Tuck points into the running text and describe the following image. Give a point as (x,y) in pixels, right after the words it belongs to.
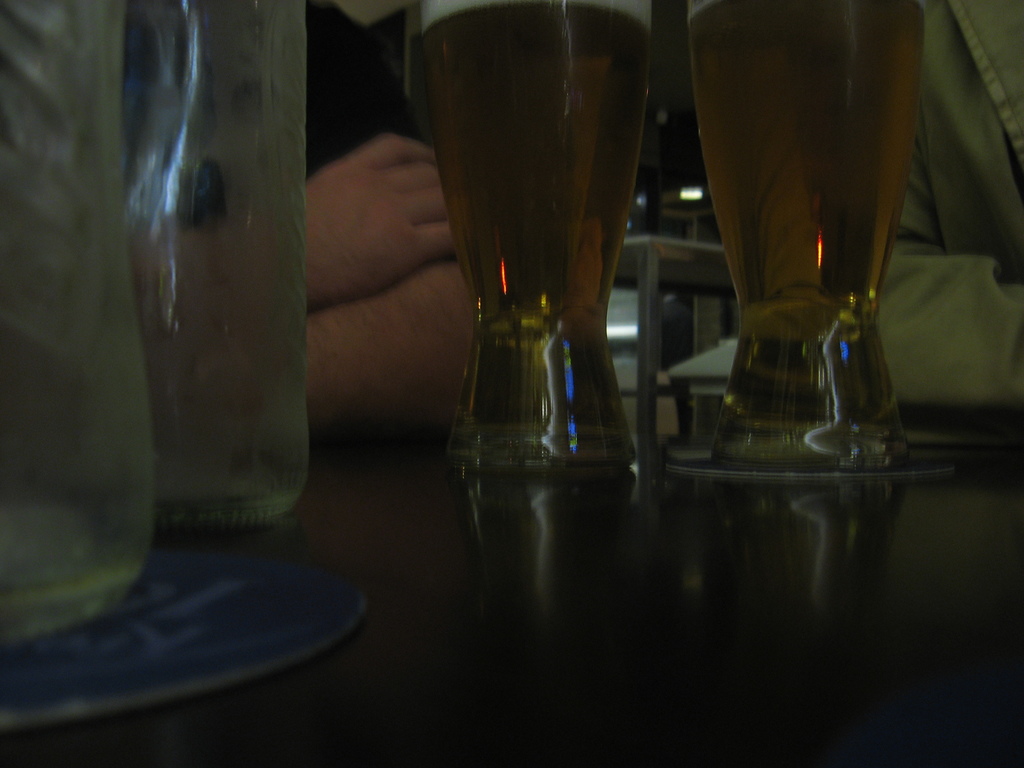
This picture is of inside. On the right (982,253) there is a person (965,82) seems to be sitting and in the center (504,330) there are two glasses (608,174) containing drinks (743,227), placed on the top of the table (534,608). On the left (333,70) there is a person (390,327) seems to be sitting and there are some jars (235,487) placed on the top of the table (663,706). In the background (670,263) there is a table (646,307).
